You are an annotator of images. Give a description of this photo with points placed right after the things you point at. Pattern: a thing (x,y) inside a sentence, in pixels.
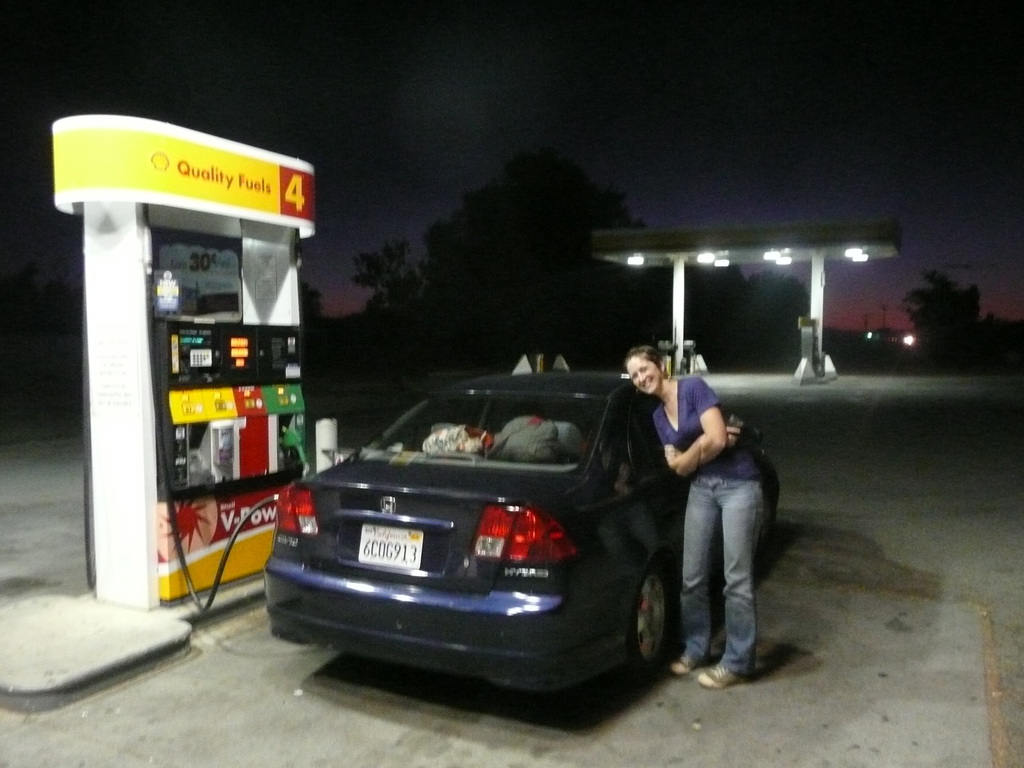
In this image we can see a woman (703,484) standing beside the car (526,591) and the place looks like a gas station (281,285) and we can see the text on board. There are some trees (755,319) in the background (507,280) and we can see the sky (299,122).
